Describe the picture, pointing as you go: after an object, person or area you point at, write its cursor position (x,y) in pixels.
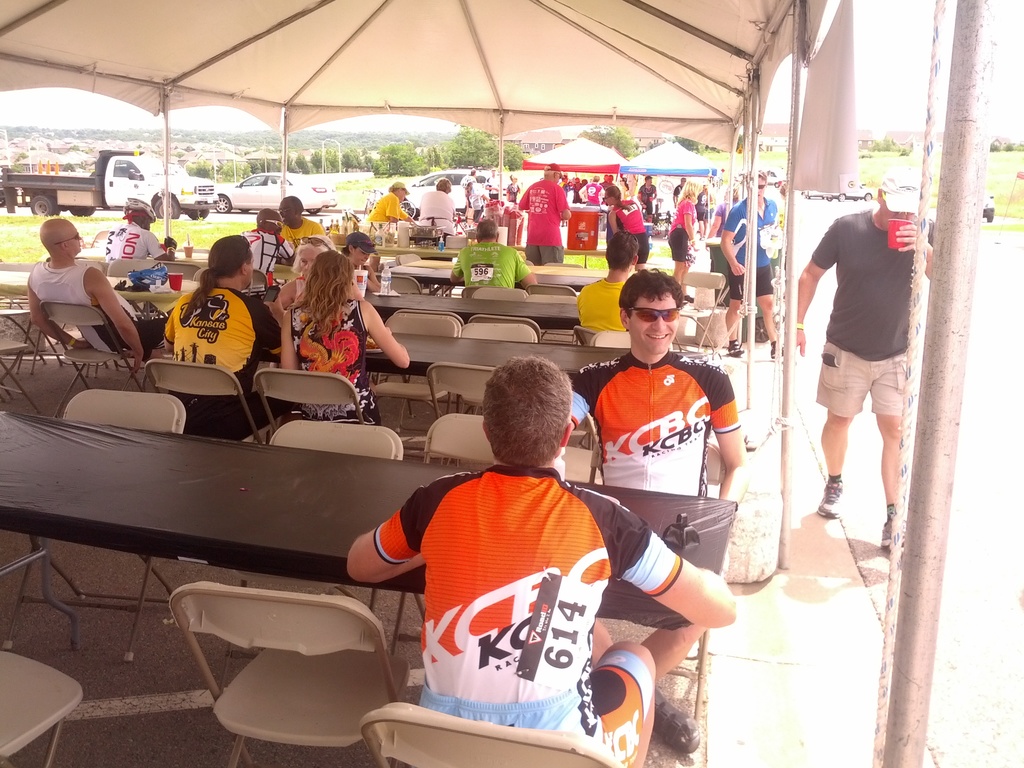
This is a picture taken in the outdoors. Under the tent (211,49) there are group of people (632,380) sitting on a chair (95,403) in front of these people (360,388) there are tables (214,466) on the tables (174,450) there are cup (174,277), bottle (388,290) and some other items (163,283). Behind the people (242,241) there are vehicles (233,188) parking on the road (240,212) and trees (507,158).
